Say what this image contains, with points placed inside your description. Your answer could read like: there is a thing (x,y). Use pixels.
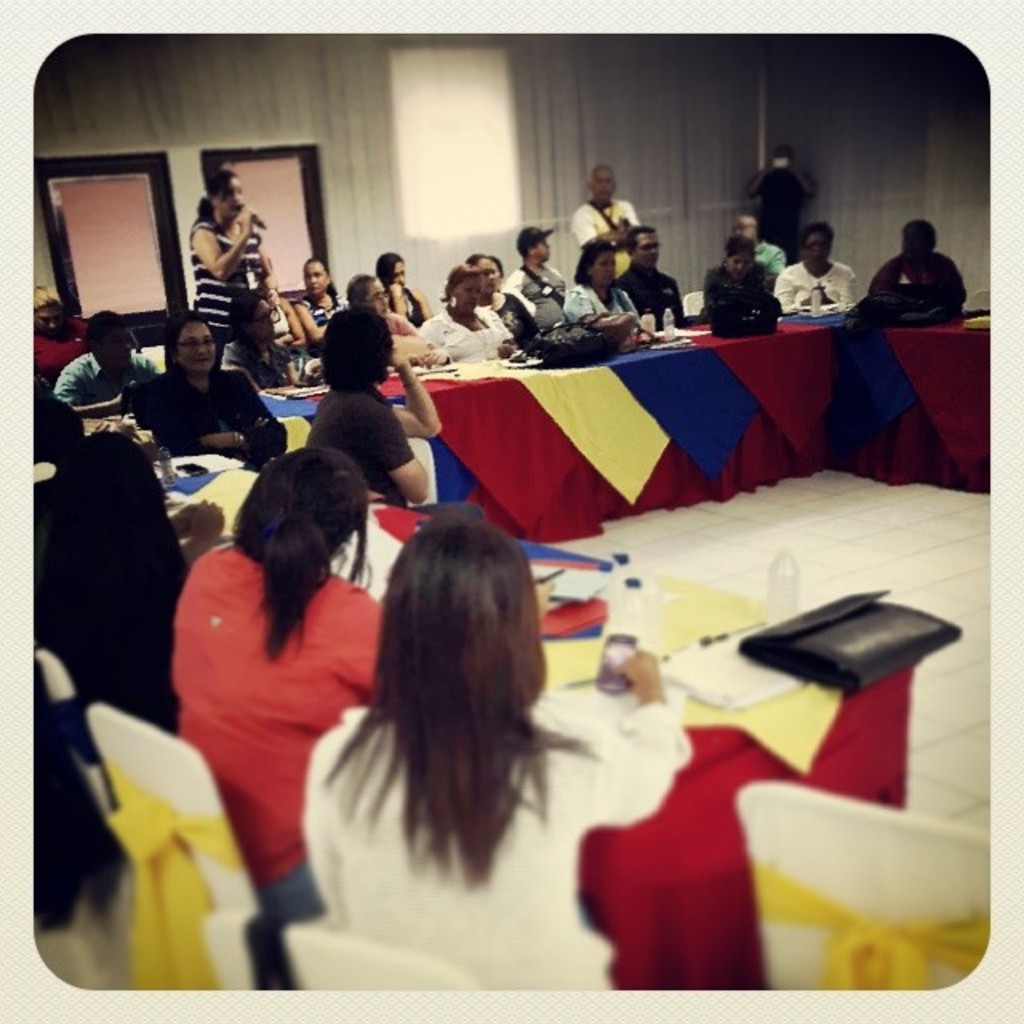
There are group of people (203,552) in the image. Who are sitting on chairs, in left side (211,277) there is an woman (210,264) who is holding her microphone (254,216) and talking. On right side (778,188) we can see a man (769,197) taking pictures. On table (613,382) we can see bags (883,313), water bottle (645,604), paper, mobile (613,679) and purse (860,626). In background (817,115) there are curtains (356,147), frames (310,198).
